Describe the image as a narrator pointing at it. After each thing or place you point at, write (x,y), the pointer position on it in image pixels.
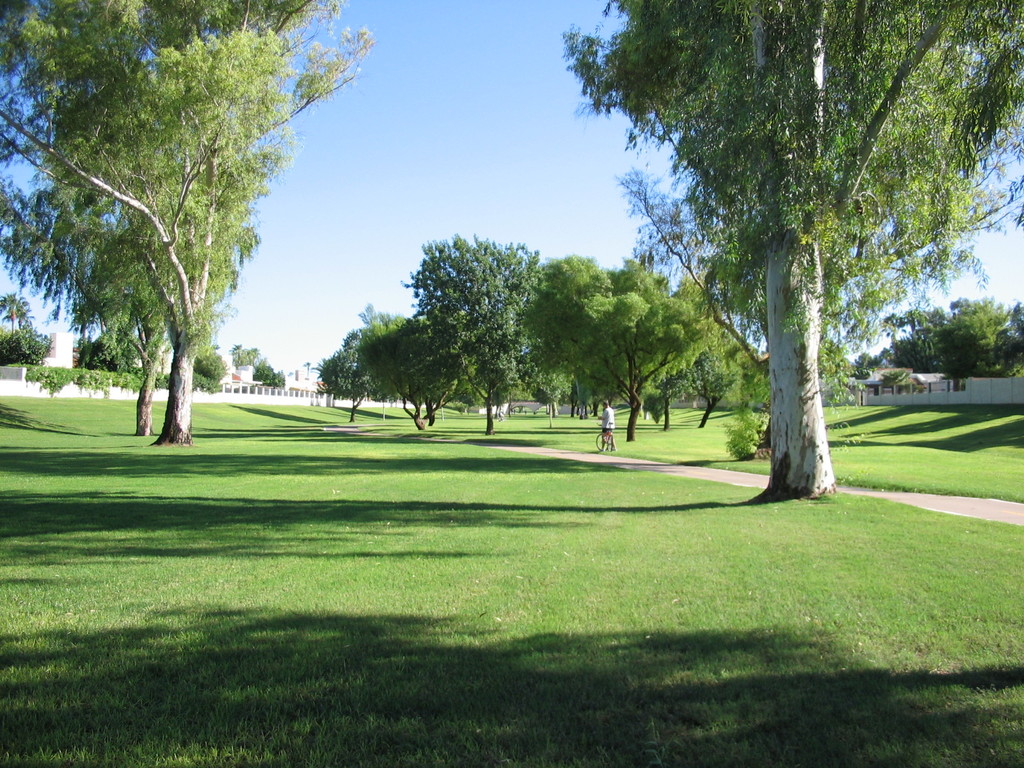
In this image we can see grass (555,608) on the ground (617,579). Also there are trees (577,371). And there is a person (608,417) on the cycle (609,435). In the background (35,389) there are buildings (245,379) and walls (989,383). And there is sky (536,142).
